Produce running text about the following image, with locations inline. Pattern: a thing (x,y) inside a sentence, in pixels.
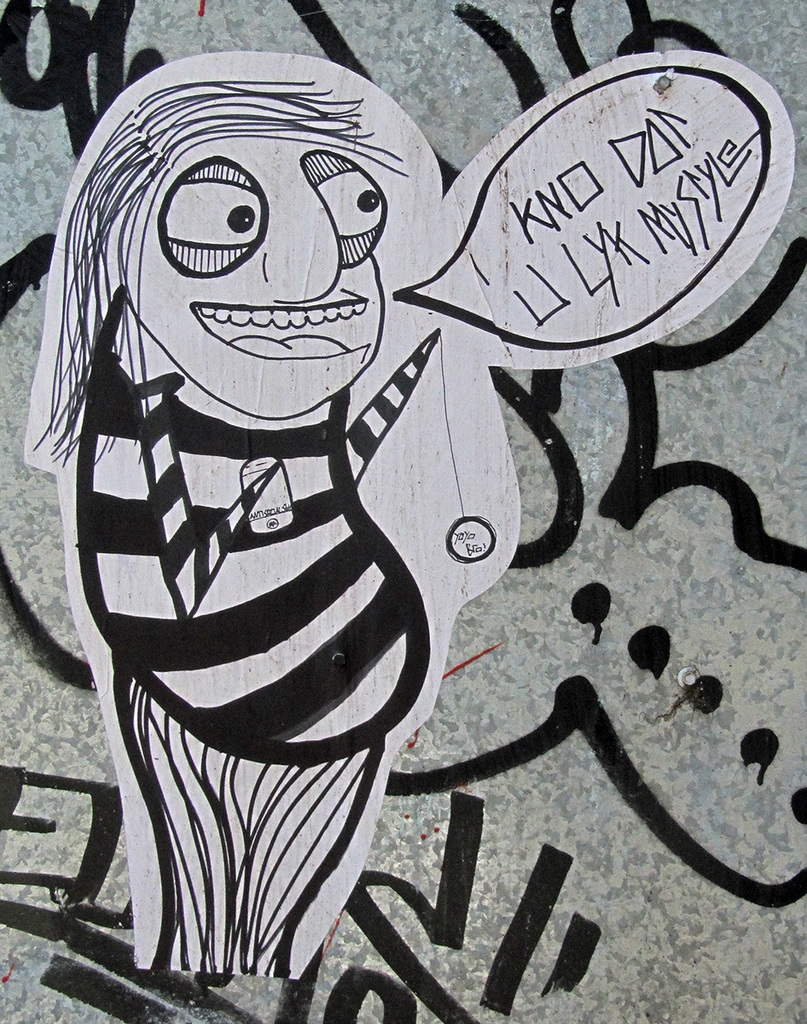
Here in this picture we can see a picture (236,330) drawn on a paper (329,553) and pasted on a wall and we can see some paintings (154,55) on a wall (418,65) also present.
